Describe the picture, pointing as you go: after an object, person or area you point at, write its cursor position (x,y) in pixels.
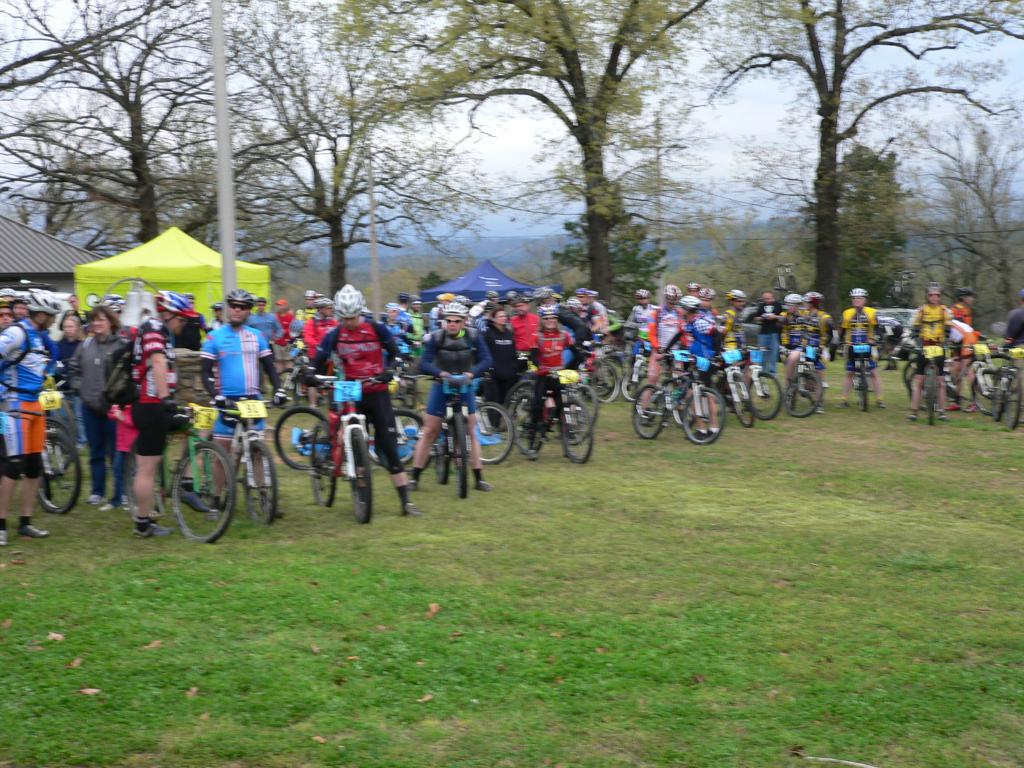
In the image there are many people (550,342) standing along with the cycles (54,465) on the grass surface (281,574), behind them there are trees (582,249).
